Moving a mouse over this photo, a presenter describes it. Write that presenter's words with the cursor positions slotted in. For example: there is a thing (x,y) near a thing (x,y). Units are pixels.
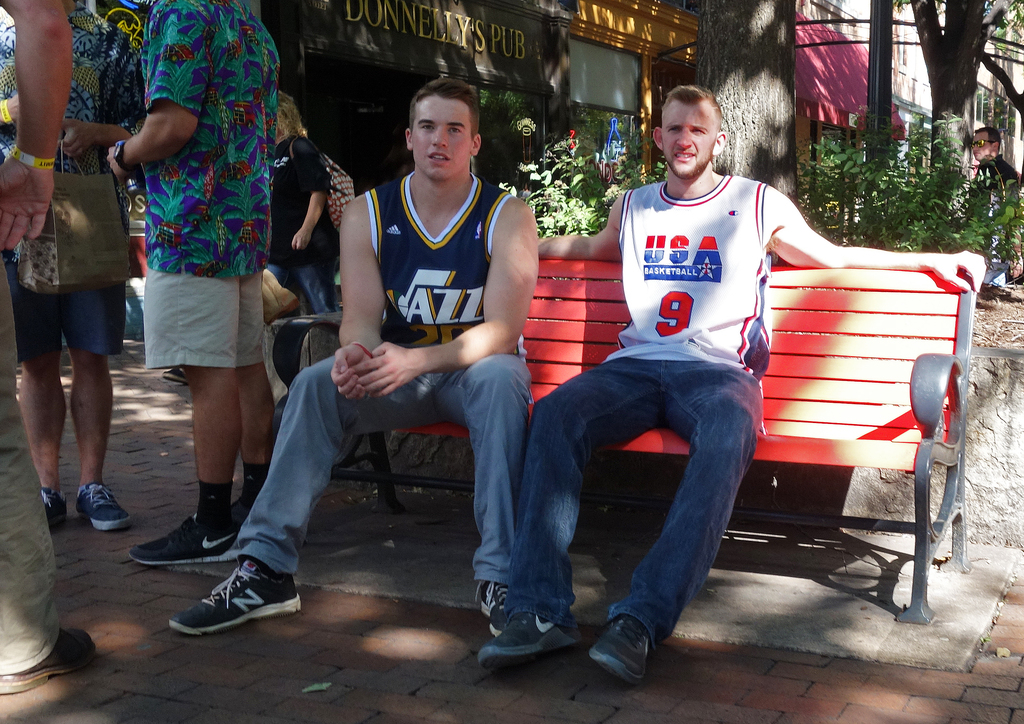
In this image I can see people (26,580) where two of them are sitting on a red colour bench (808,350) and rest all are standing. In the background (974,222) I can see few plants (974,222), trees (956,5), buildings (618,81) and here I can see something is written.
